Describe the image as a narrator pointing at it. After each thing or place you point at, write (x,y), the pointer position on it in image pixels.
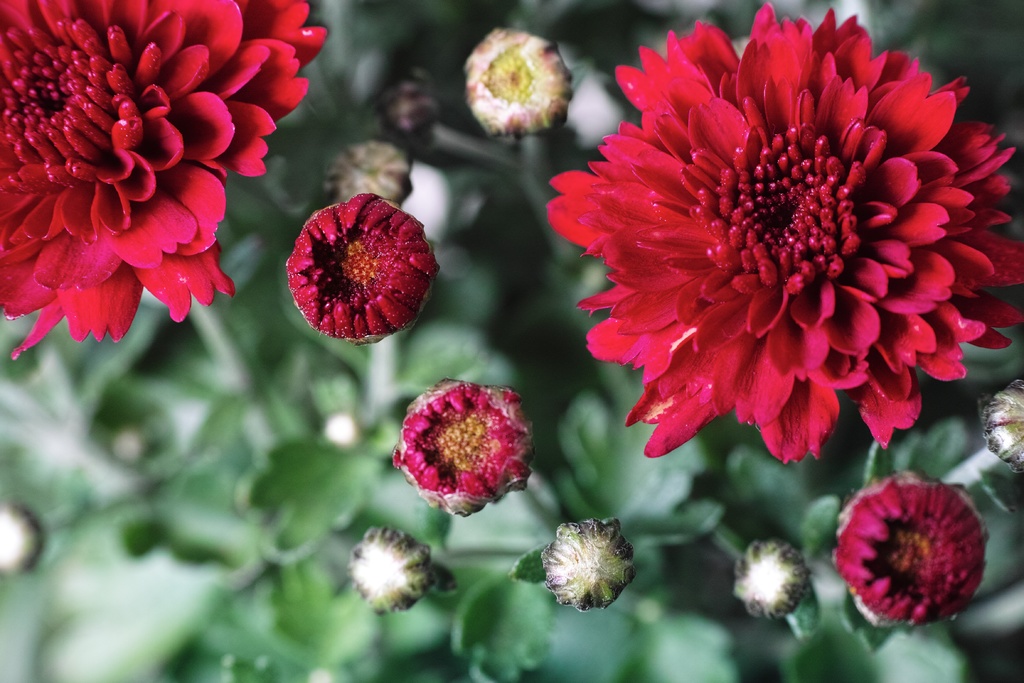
Here in this picture we can see flowers (259,60) present on the plants (289,319) over there.
